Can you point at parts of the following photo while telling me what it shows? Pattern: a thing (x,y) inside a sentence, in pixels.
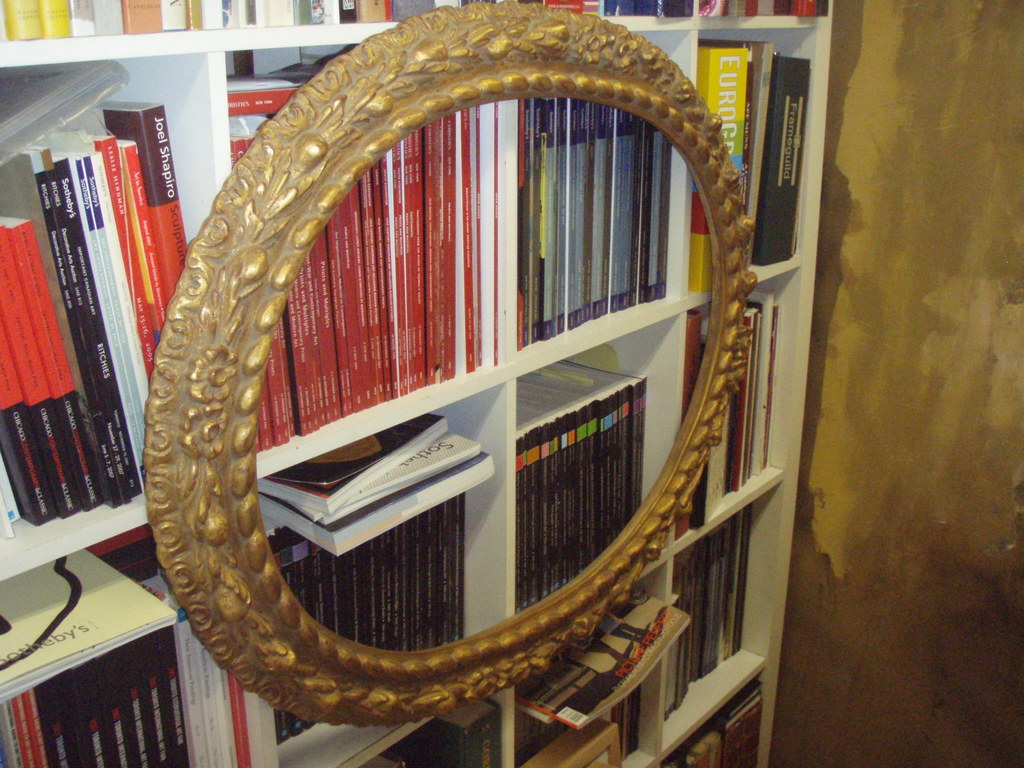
There are books (167,231) in a book shelves (306,441) and there is an object (606,39) on the shelves (437,398) and this is wall (993,365).
